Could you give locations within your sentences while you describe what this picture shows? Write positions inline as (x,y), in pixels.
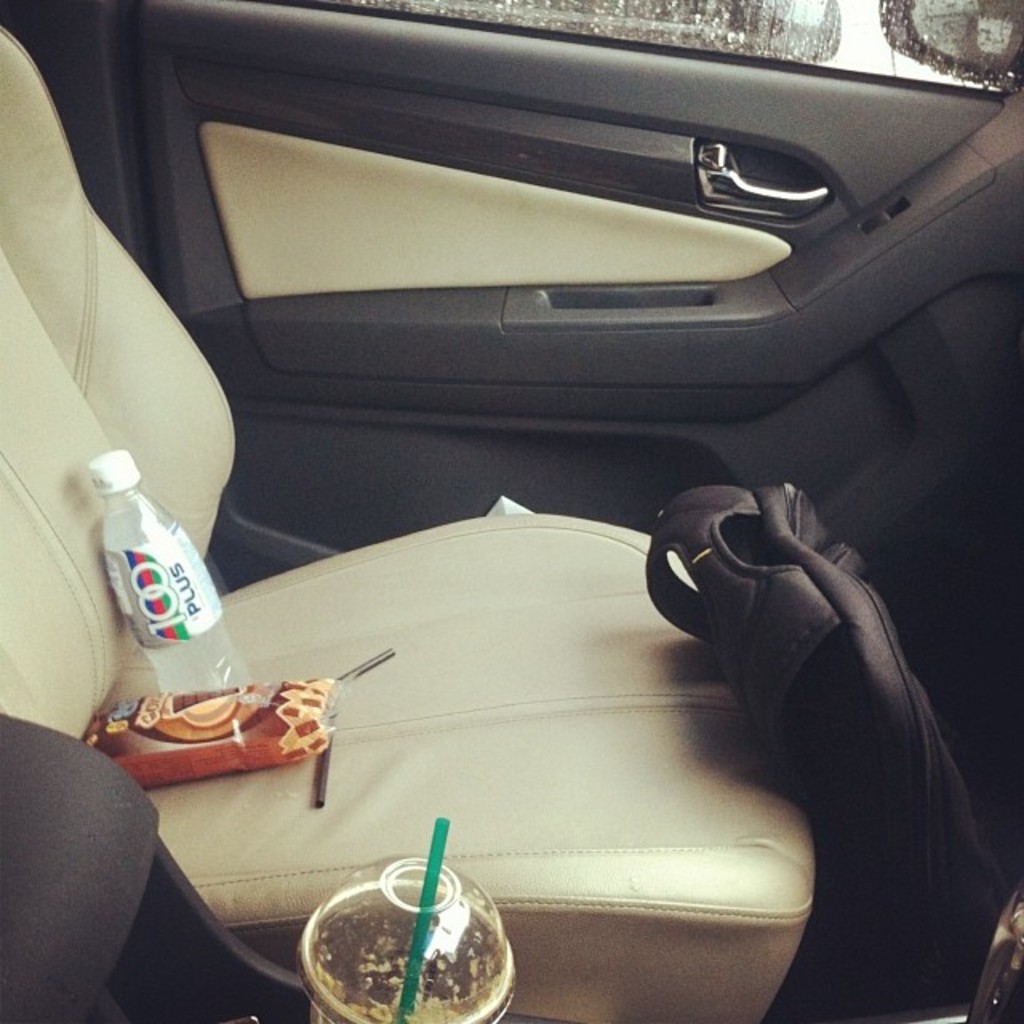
In the image the picture is taken inside a car (318,513), there is a car seat (259,636) and on the seat (341,855) there are some food items (256,726) and in front of the car seat (676,642) there is a bag (851,649).
